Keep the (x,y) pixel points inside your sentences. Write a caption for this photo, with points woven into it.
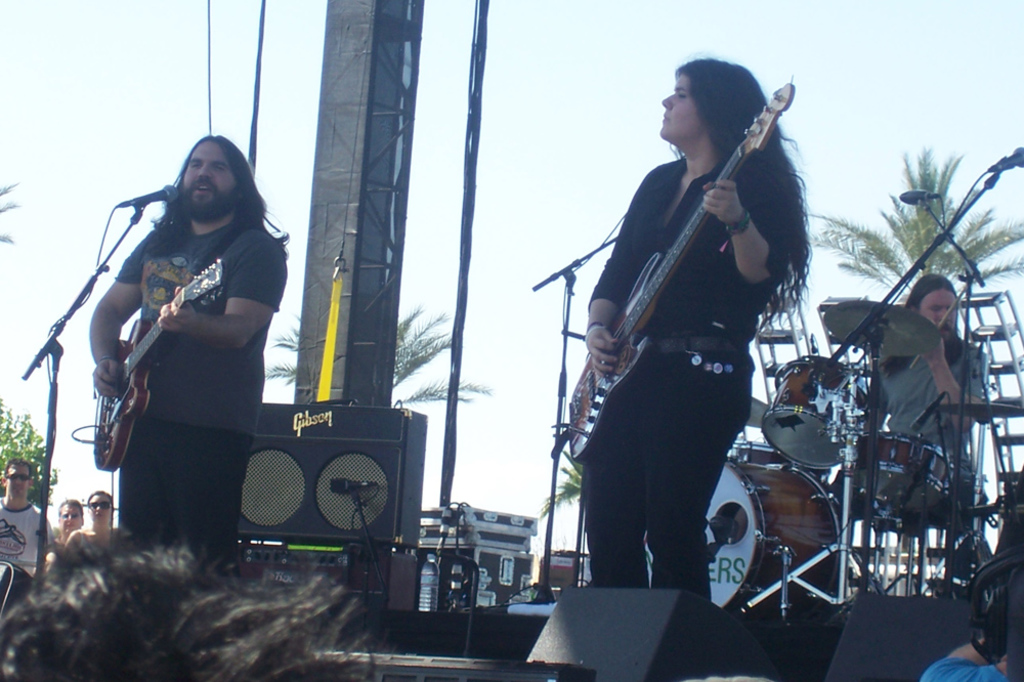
In this picture there is a man (256,274) holding and playing a guitar (181,305), there is also a woman (613,458) who is holding and playing the guitar (585,398). There is a person (896,364) who is playing drum set (837,473). There are some trees (923,183) and Sky (98,26) is clear.
